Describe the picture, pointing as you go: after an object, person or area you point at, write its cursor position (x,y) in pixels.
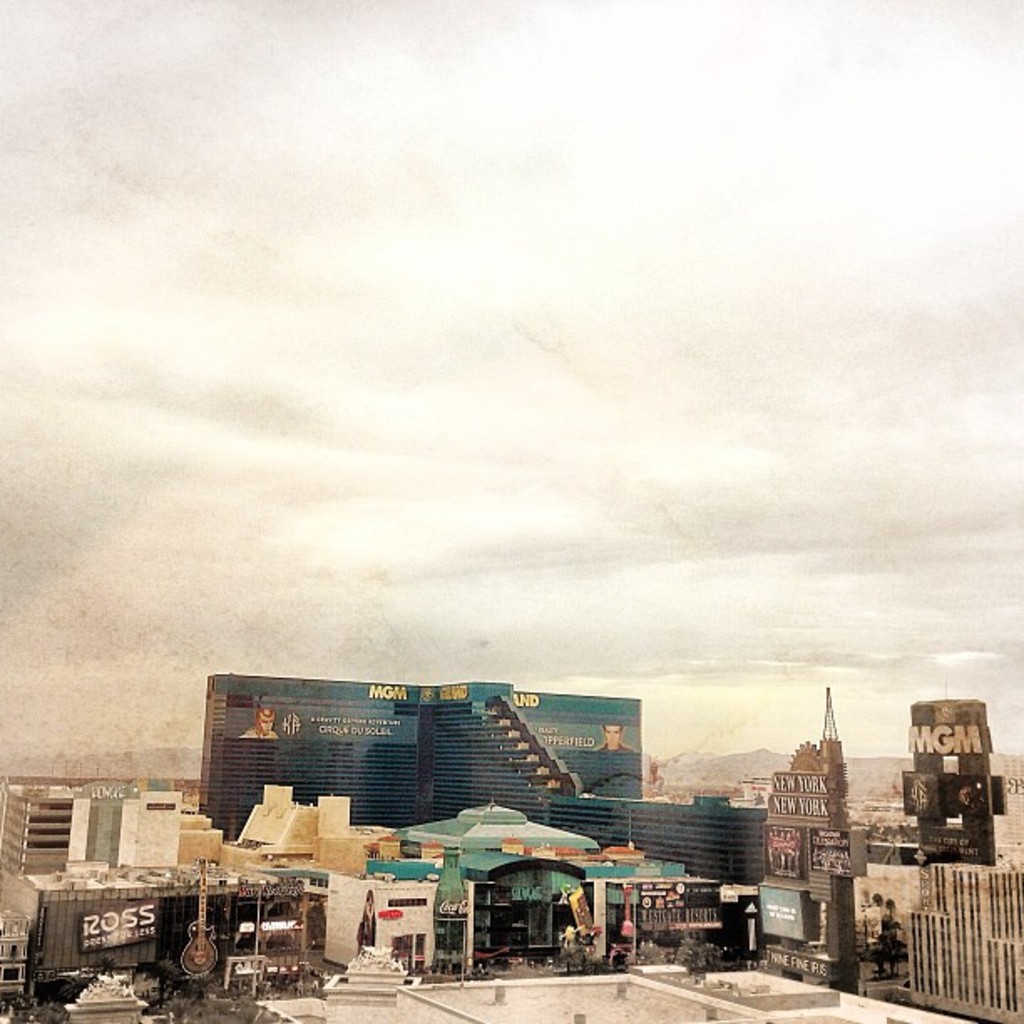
In this picture I can see buildings (306,809) and few hoardings (785,861) with some text (822,858) and I can see text (544,729) on the buildings (336,796) and a cloudy sky (578,595).
